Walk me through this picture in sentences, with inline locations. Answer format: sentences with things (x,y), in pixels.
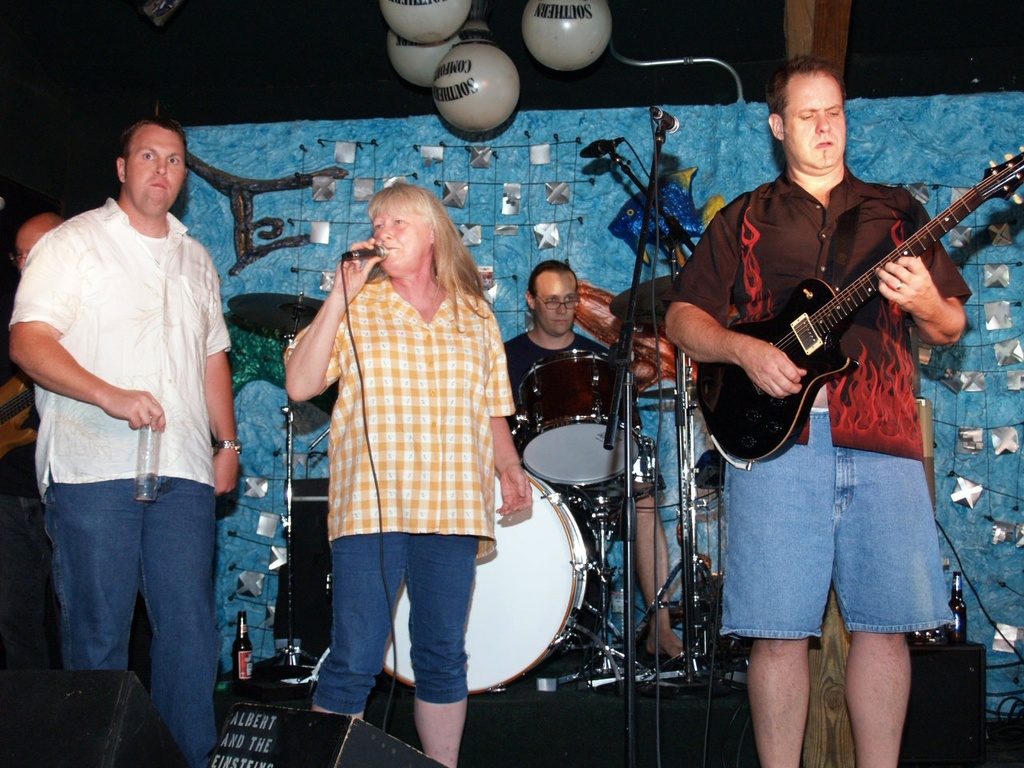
This is the picture where we have five people (351,266) on the stage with some musical instruments (798,401) and there are some lamps (480,93) above them and the back wall (443,160) is blue and silver in color.
